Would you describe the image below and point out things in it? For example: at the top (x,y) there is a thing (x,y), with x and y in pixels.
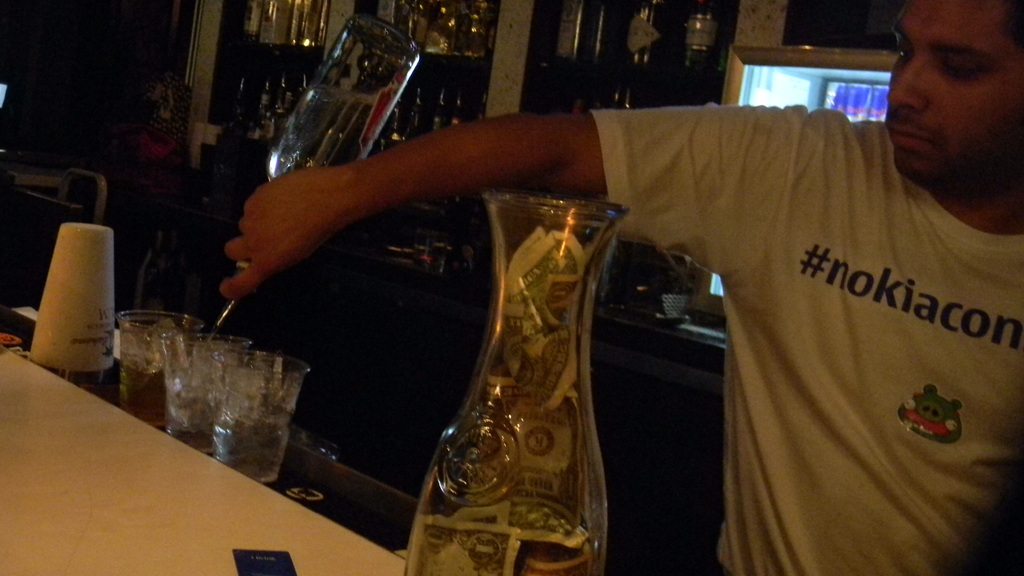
in this image the person (697,152) is there the table (211,478) has some glasses (223,419), plastic bottles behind the person (815,263) some bottles (296,20) are there and background (317,279) is dark.
